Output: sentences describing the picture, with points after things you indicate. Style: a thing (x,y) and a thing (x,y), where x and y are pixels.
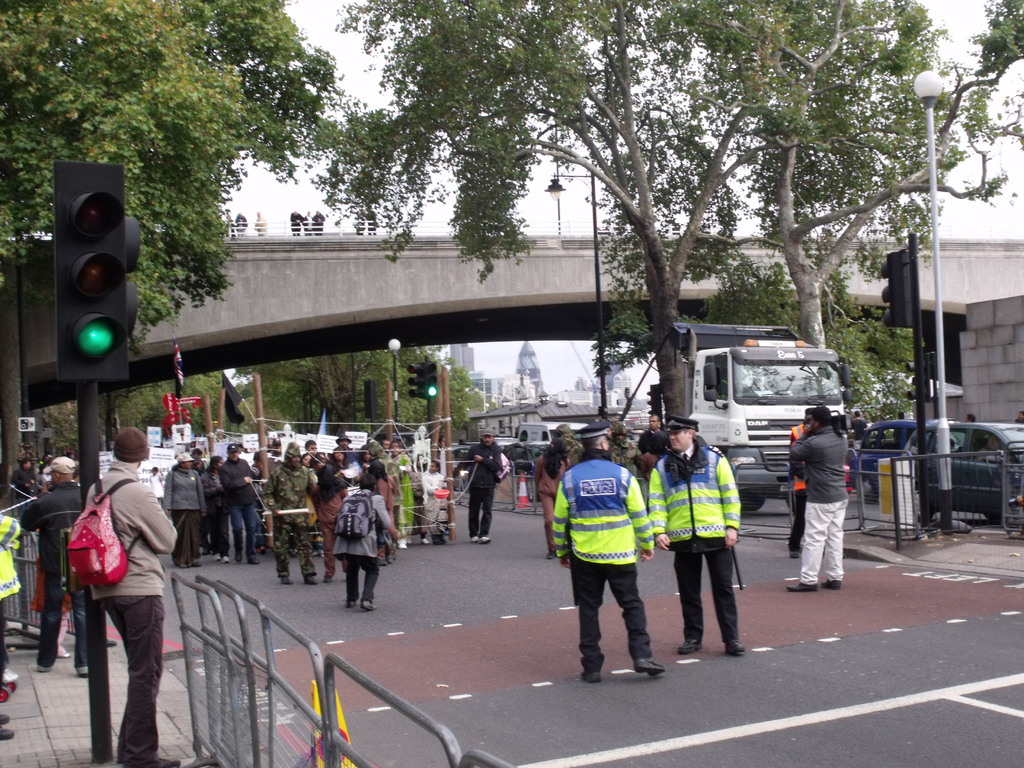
On the left side of the image (215,670) there is a footpath (45,680) with railing (180,600). And also there is a pole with traffic signal (121,351). There are few people (126,487) on the footpath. On the road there are many people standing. And also there are few vehicles (916,466). There are poles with lights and traffic signals (413,383). There are trees (454,409) and also there is a bridge (323,276) with walls (313,251) and railings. In the background (493,352) there is sky (493,352).
